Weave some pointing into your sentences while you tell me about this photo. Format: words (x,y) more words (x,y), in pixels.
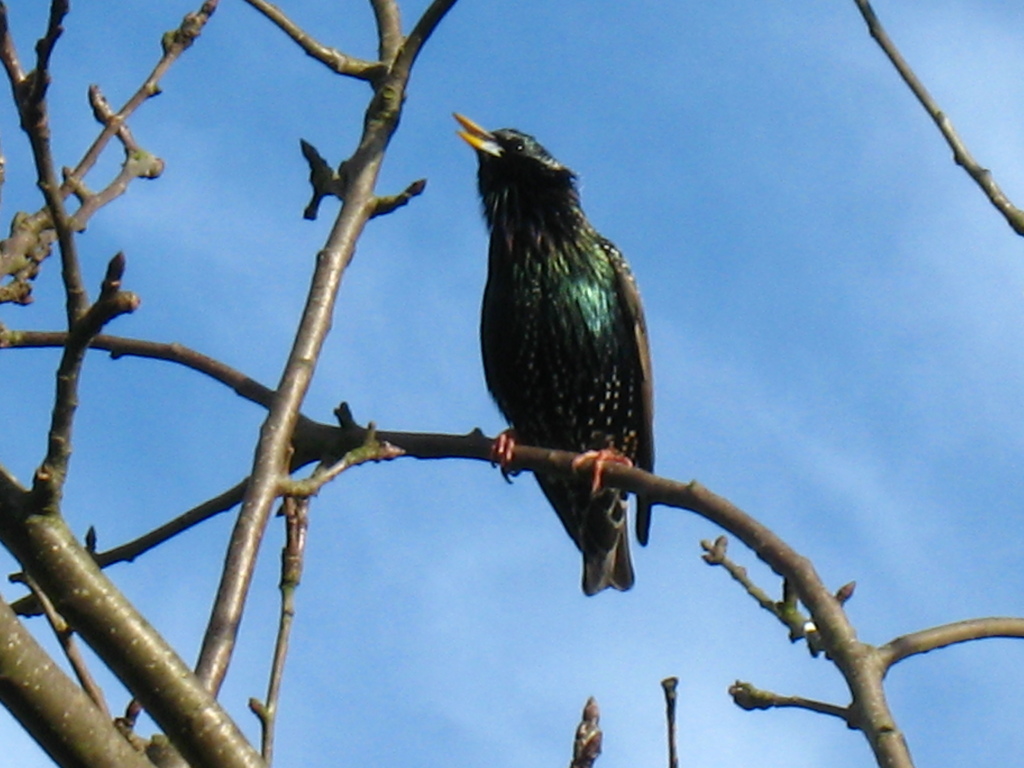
In this image, we can see a bird (579,407) on the tree stem (730,529). Here we can see few stems (11,525). Background (476,757) there is the sky (499,537).
